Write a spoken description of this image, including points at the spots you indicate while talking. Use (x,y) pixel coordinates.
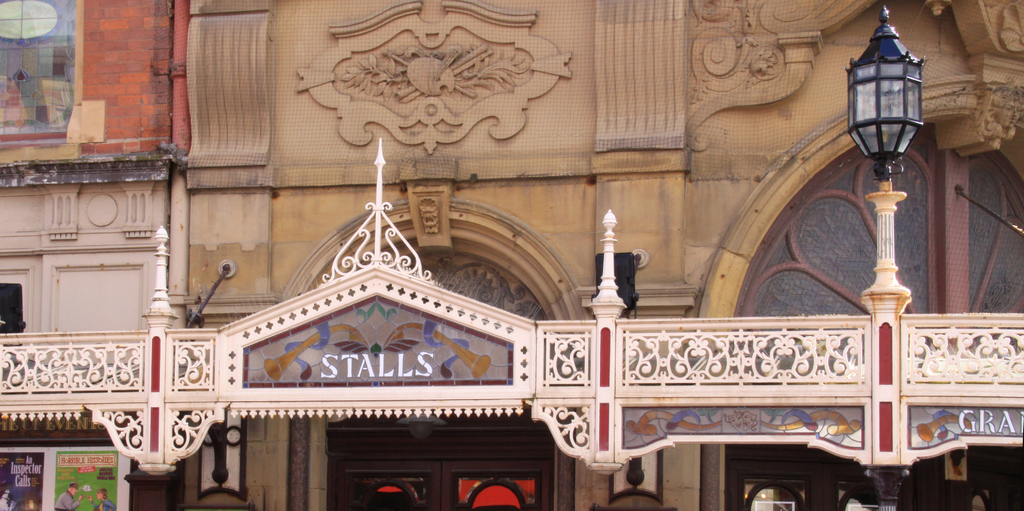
In this image I can see the building (493,87). To the right (892,117) I can see the light pole (859,135). I can see the boards (60,477) and windows (487,498) to the building (665,498).
